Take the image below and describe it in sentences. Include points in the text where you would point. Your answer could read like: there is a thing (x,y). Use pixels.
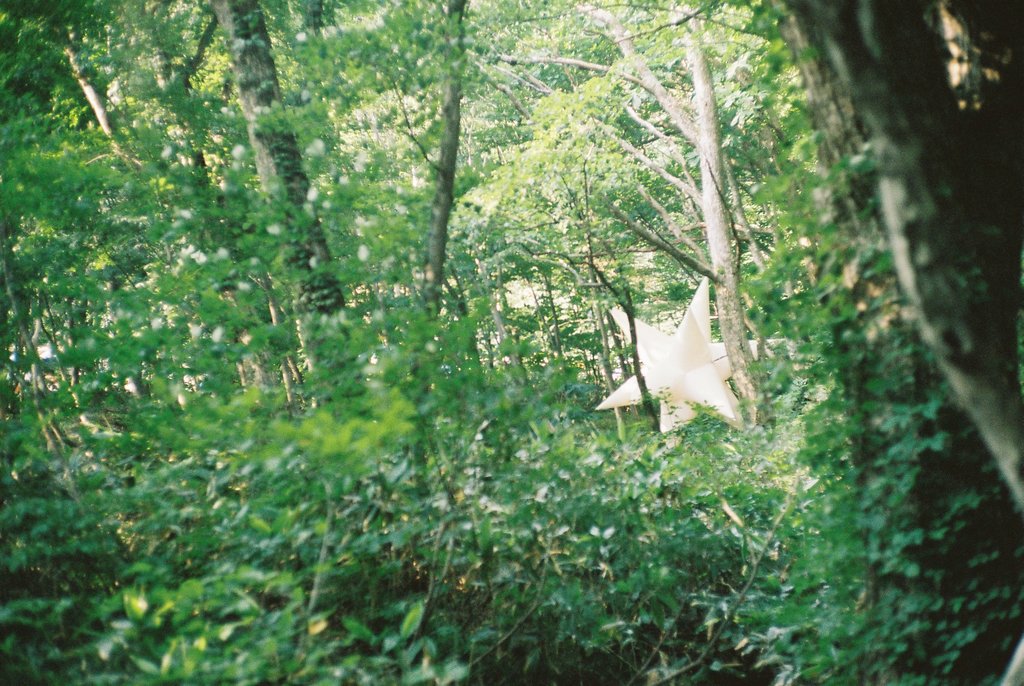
On the left side (233,492), there are trees (413,99) and plants (379,407) on the ground (316,534). On the right side (968,503), there is a star (673,388) and there are trees (935,191) and plants (625,474) on the ground (692,468). In the background (632,89), there are other trees (153,177).
